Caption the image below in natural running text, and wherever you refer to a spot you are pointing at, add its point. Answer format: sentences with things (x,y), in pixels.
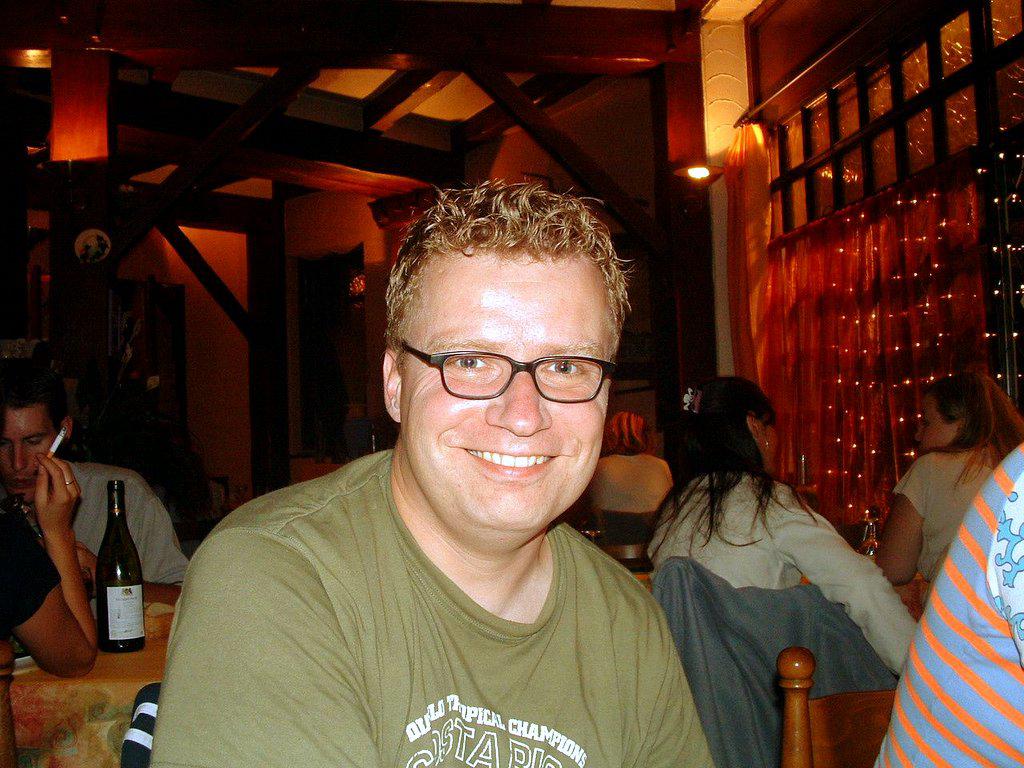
In this image I can see the group of people (494,613) sitting on the chairs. These people (524,716) are wearing the different color dresses (165,722) and one person (173,681) wearing the specs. I can see the tables (115,692) in-front of few people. There are wine bottles (106,631) and glass (875,532) on the tables (130,681). I can see the decorative lights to the right (848,400). I can also see some lights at the top.
